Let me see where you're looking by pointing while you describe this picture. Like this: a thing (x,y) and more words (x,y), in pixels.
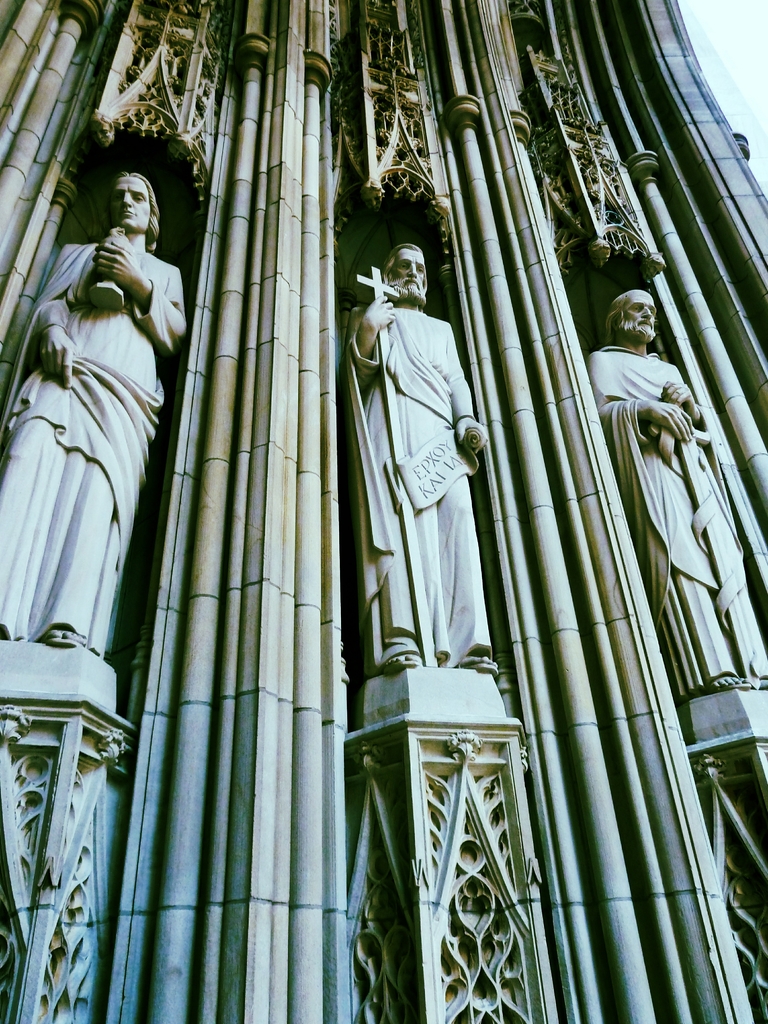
In the image there are some statues (732,659).
